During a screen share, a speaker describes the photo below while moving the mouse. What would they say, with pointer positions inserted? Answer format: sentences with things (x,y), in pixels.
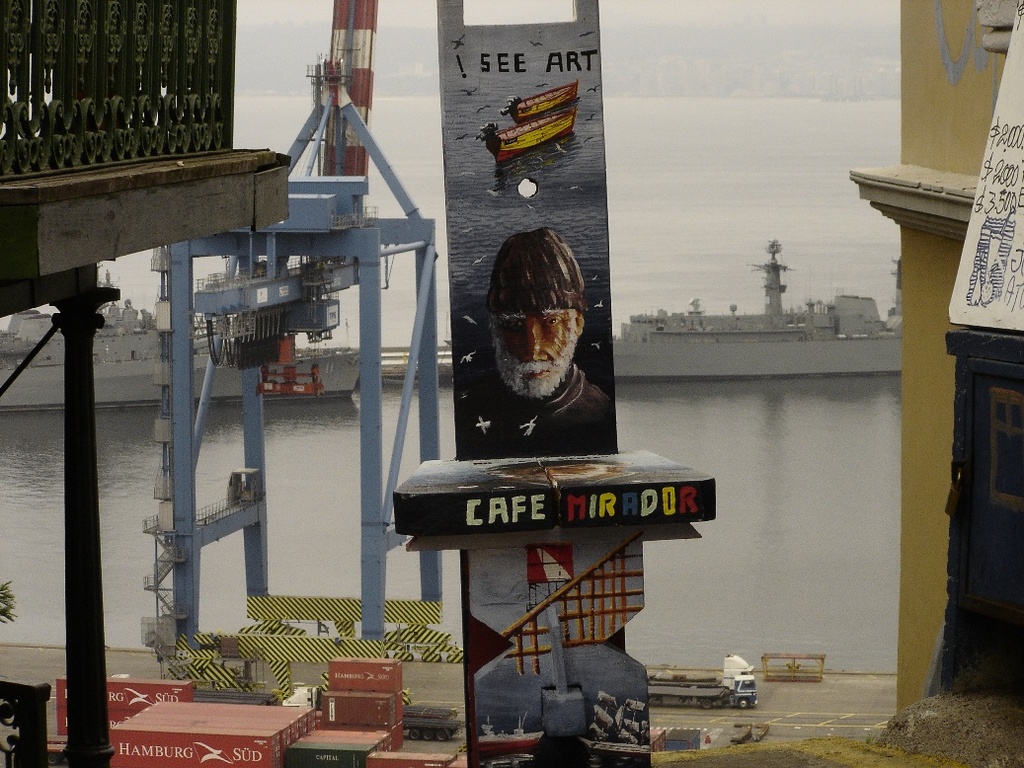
In this image there is a lake (753,436) in the middle (383,405). In the lake (705,399) there are two ships (129,372). In the middle (497,396) there is a hoarding (481,325). At the bottom (710,718) there is a road (758,718) on which there are two trucks (743,707). On the left side (243,726) bottom there are containers (251,727). On the left side (98,52) top there is railing (98,78). On the right side (973,277) there is a white board (985,214) on which there is some drawing (993,227). Behind the board (976,207) there is a building (937,225). On the left side (251,305) there is a metal stand (312,325).
